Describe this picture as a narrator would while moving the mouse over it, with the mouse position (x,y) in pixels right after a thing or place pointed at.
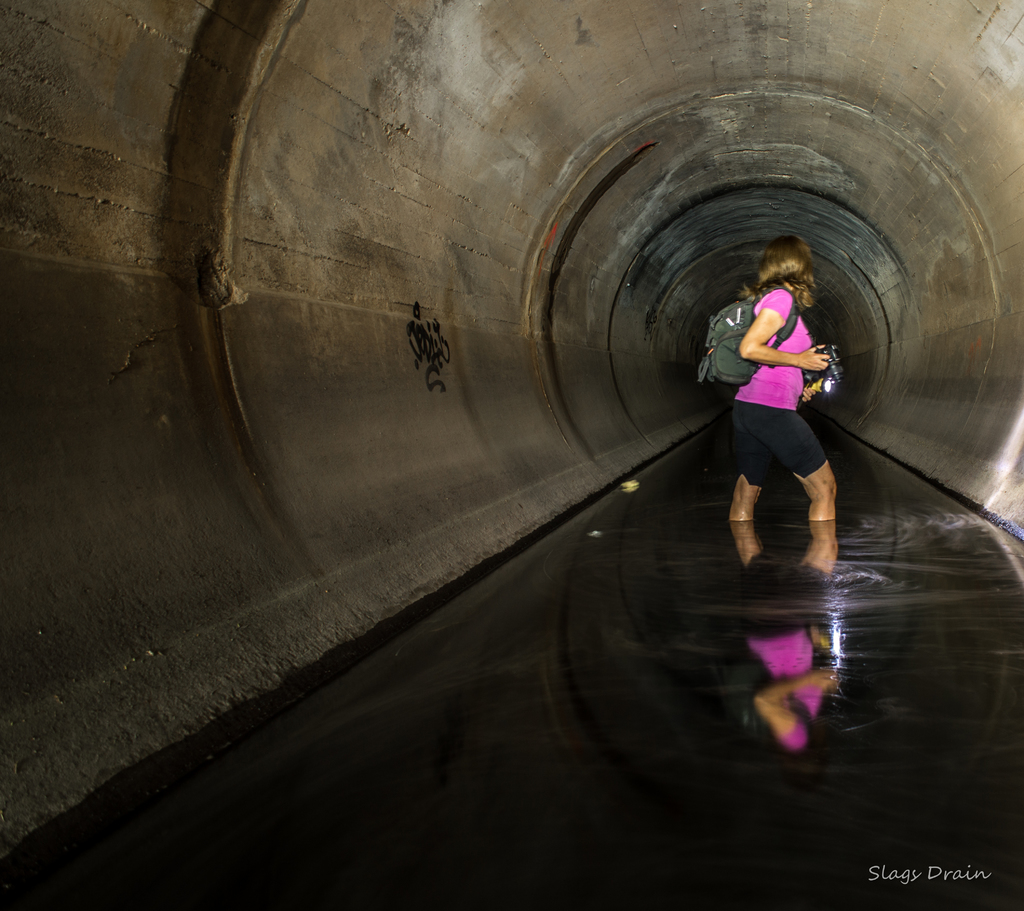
There is a woman (759,337) wearing pink t-shirt (777,384) is standing in a tunnel (711,260).
